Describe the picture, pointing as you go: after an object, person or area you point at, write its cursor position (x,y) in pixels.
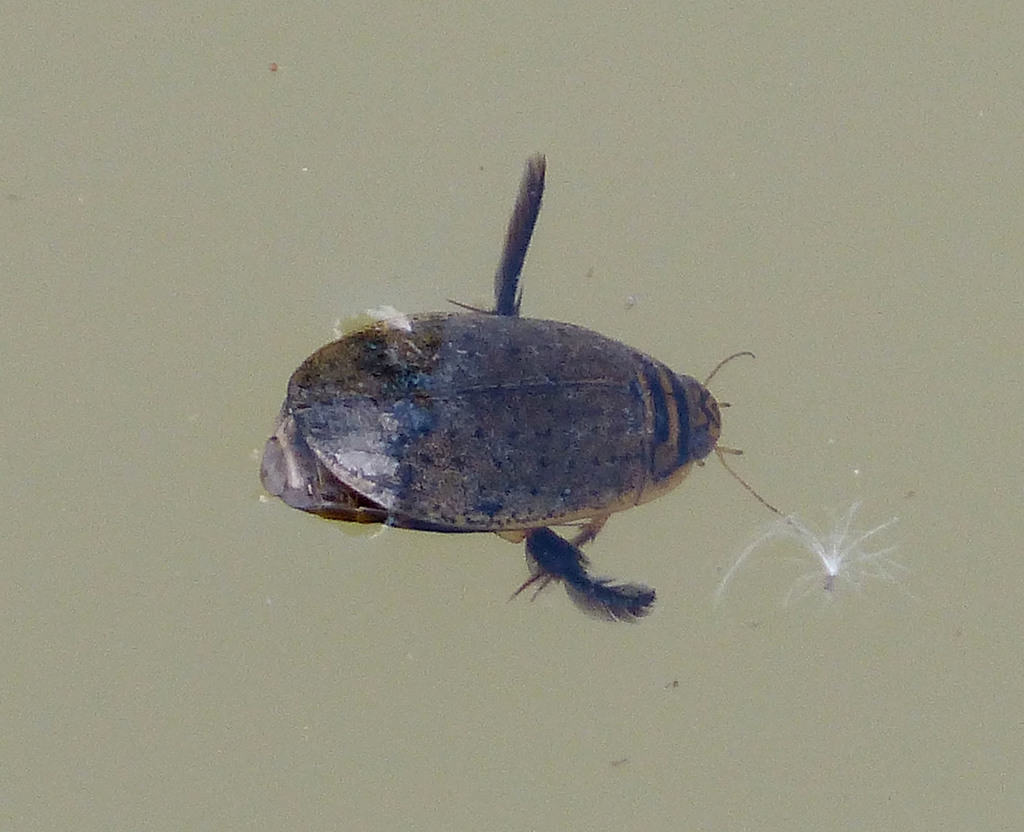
There is an insect (541,464) in the water (505,159).
